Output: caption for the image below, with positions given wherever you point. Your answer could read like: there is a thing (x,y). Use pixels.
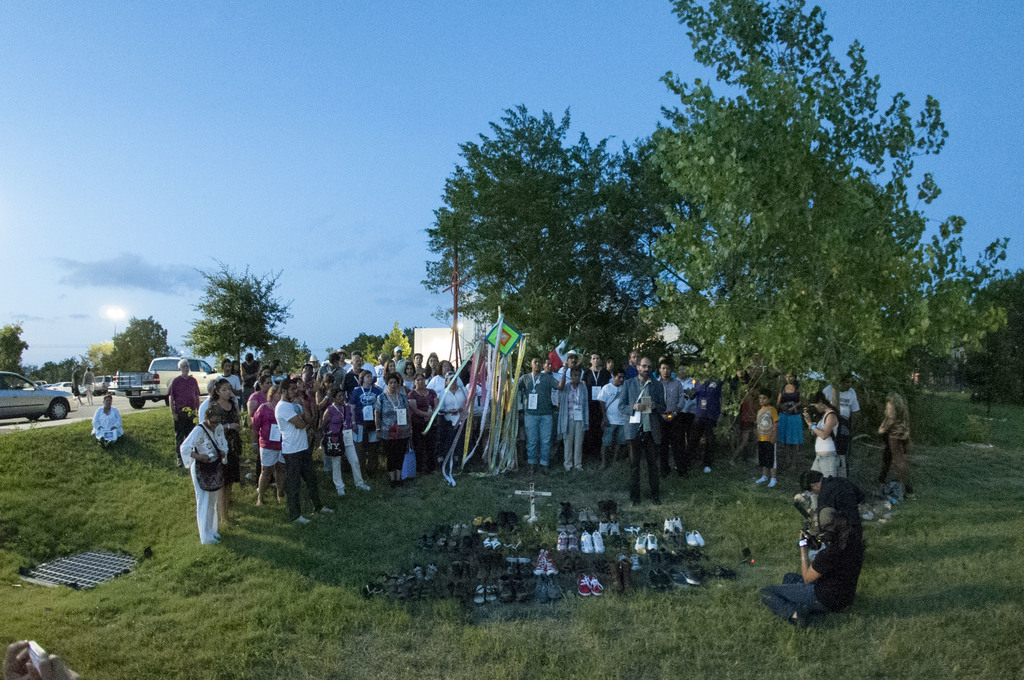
This is an outside view. At the bottom (578,560) there are many shoes (677,576) on the ground (352,553) and also I can see the grass (252,604). Around these shoes (559,533) a crowd of people (271,448) standing. Few persons (833,546) are sitting. There is a kite kind of object (495,372). On the left side (119,389) there are few vehicles (125,390) on the road (122,405). In the background (734,318) there are many trees (699,307) and a building (431,333). At the top of the image (257,80) I can see the sky (263,115) in blue color.
